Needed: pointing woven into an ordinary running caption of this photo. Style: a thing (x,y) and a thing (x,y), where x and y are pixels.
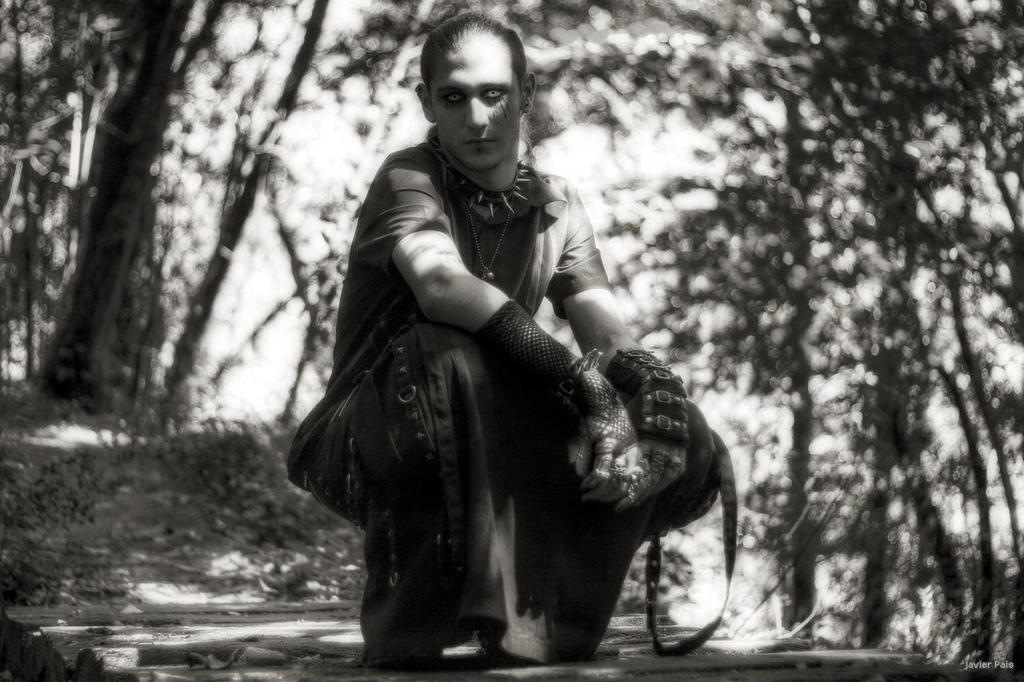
This is a black and white picture, there is a person (463,238) sitting on the land (366,673), beside him there are trees (65,354) all over the place.
